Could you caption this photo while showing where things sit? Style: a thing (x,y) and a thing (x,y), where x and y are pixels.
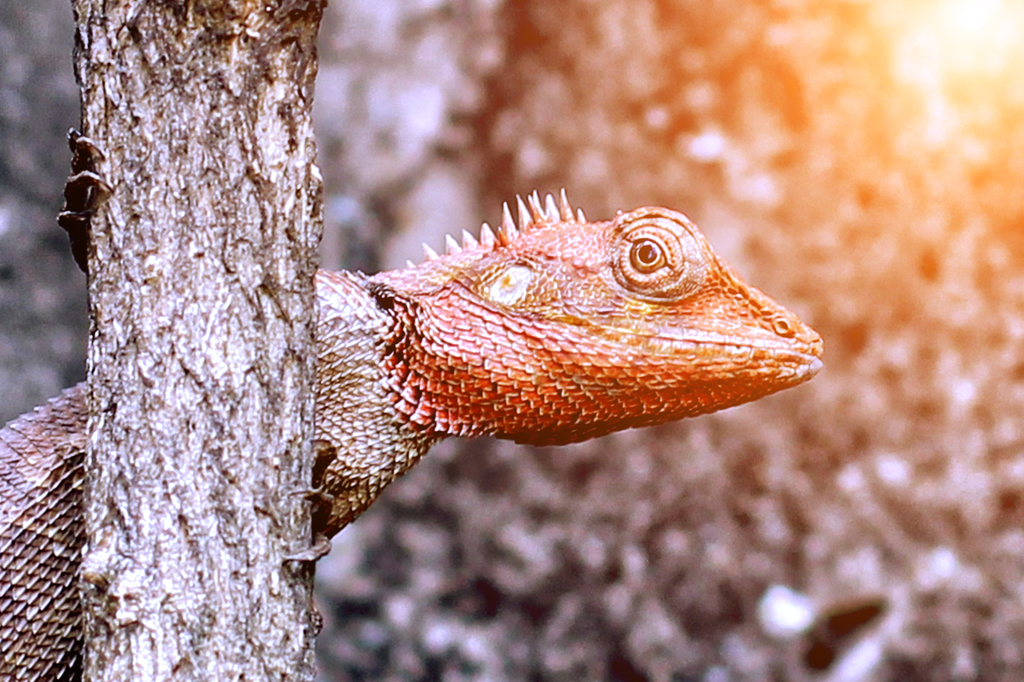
In this picture I can see a reptile (23,681) and a tree trunk (312,308), and there is blur background (999,513).
